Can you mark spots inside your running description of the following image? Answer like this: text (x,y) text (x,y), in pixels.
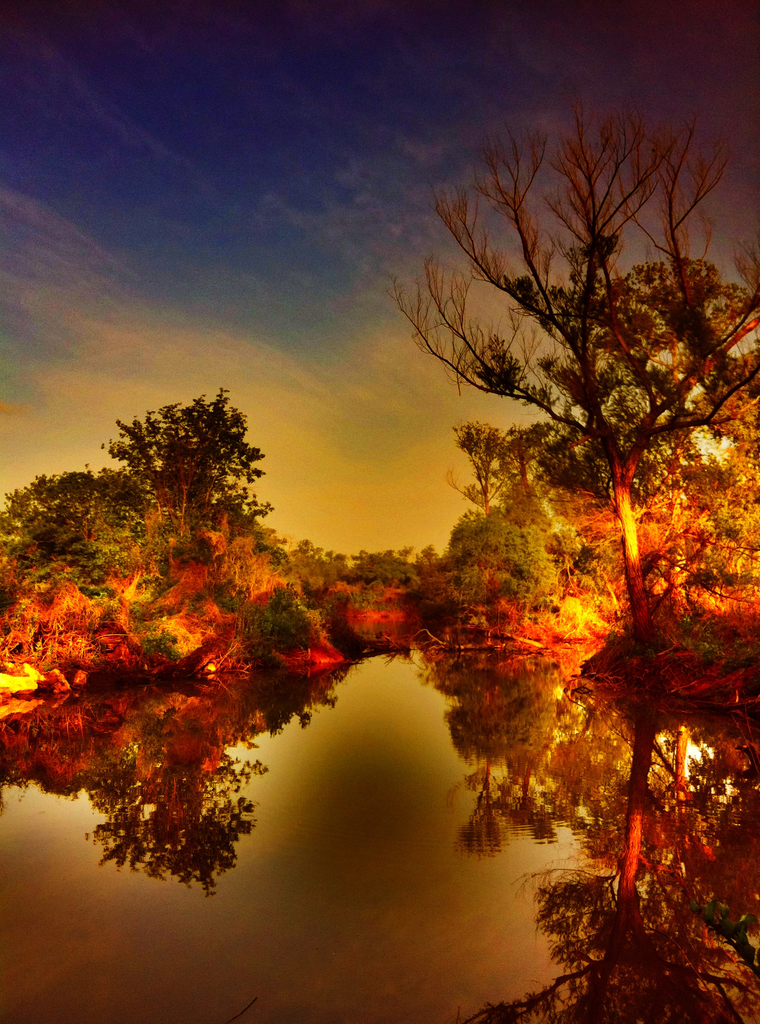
In this image we can see the trees (575,495) and also the sky (216,166) with some clouds (86,323). We can also see the water (330,883) at the bottom (447,883).
